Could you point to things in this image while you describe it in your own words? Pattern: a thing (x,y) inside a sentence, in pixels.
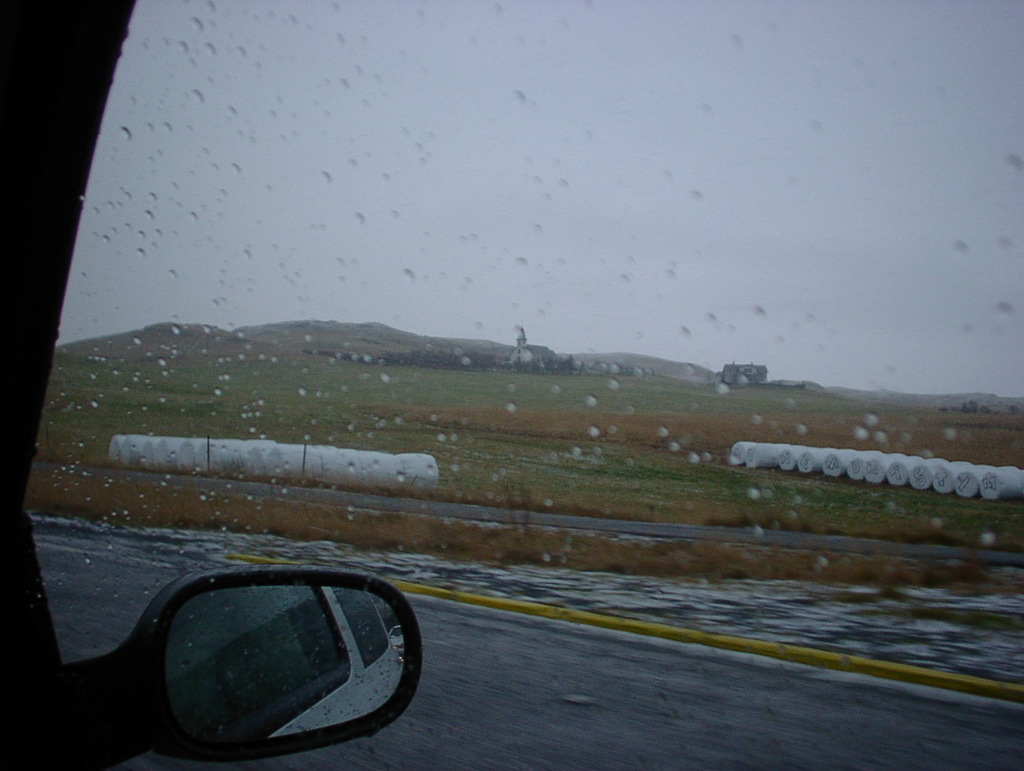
In the image there is a vehicle window glass (150,398) with water droplets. Behind the glass (334,556) there is a mirror (218,722). And also on the ground (493,408) there is grass (772,486), white objects (1010,485) and few other items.
